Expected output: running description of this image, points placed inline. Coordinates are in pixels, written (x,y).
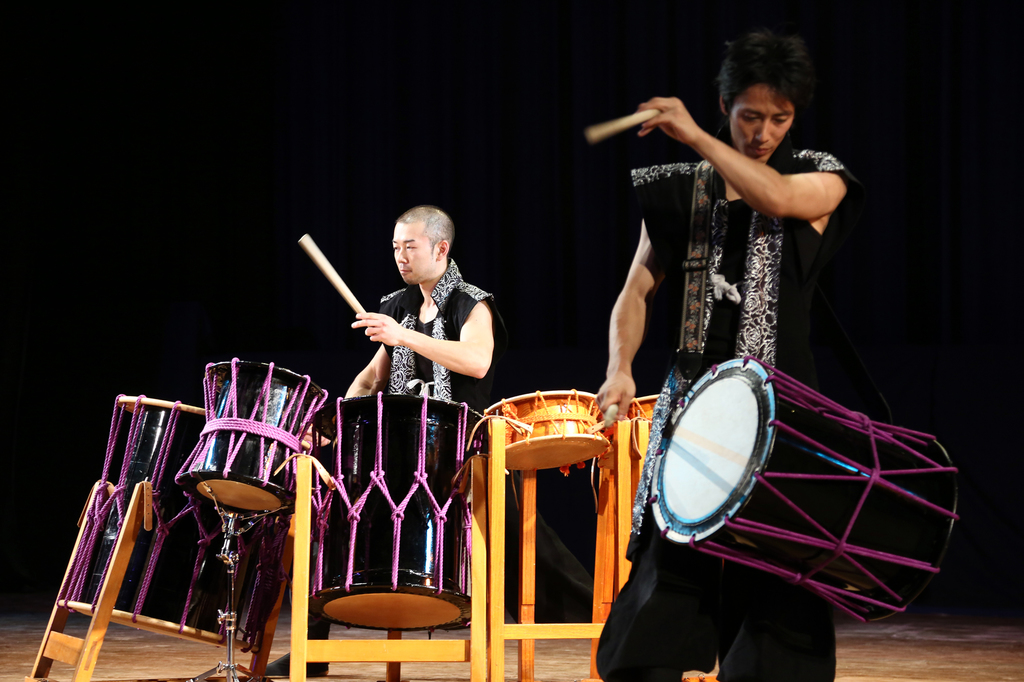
There are two men (836,244) in the image are standing and playing drums (724,399). The man (799,225) to the right corner (798,225) wearing the drum (759,414) and playing. There are drum stands (637,440) in the image. They wore a similar dress (400,348). They also have sticks (349,289) in their hand (643,125) to play drums (730,412).
